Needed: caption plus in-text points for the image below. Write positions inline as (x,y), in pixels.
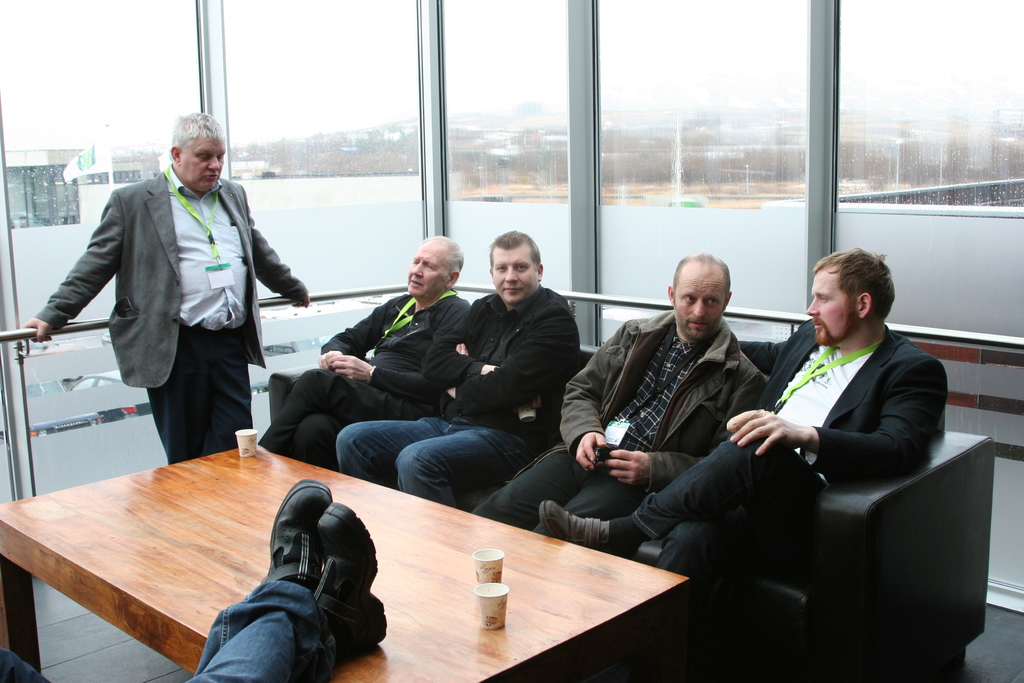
In this picture we can see four persons (715,492) sitting on the sofa (893,609). And there is a person (215,166) who is standing on the floor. This is the table (173,505), on the table (164,532) there are three cups (480,553). And here we can see legs (253,651) of a human (315,631).
